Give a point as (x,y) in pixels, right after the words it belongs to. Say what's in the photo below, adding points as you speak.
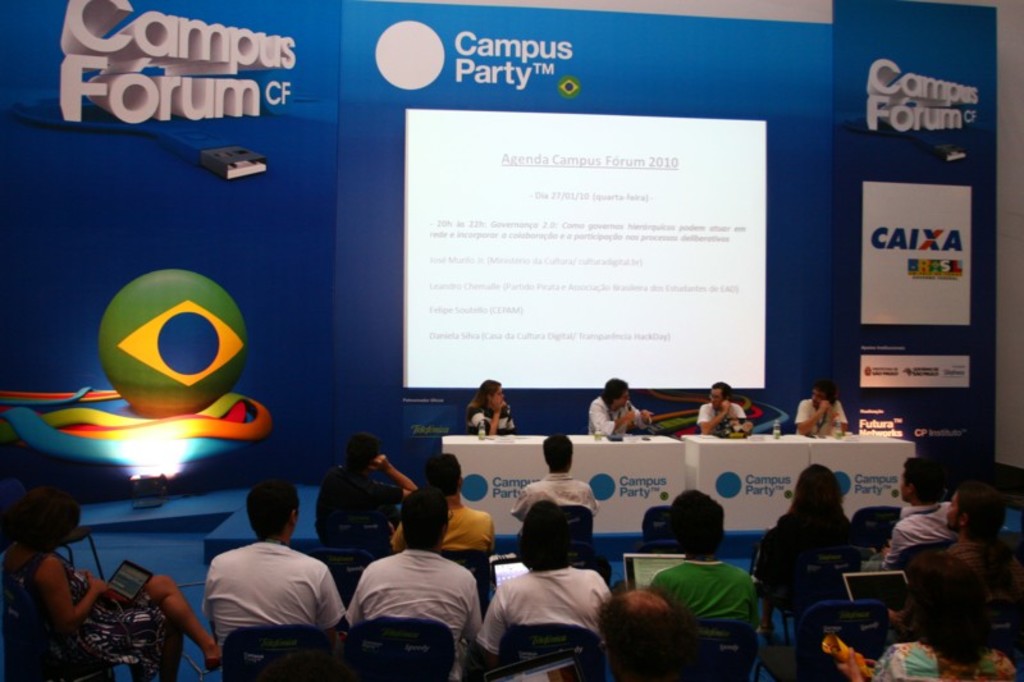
This picture is clicked in the conference hall (209,471). At the bottom of the picture (732,578), we see people (388,564) sitting on the chairs (756,646). Some of them are holding laptops (516,565) in their hands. In front of them, we see four people (496,416) sitting on the chairs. In front of them, we see white tables (626,467) on which glasses (779,424) containing water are placed. Behind them, we see a projector screen (528,252) displaying something. In the background (260,191), it is blue in color and we see some text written on it. On the right side (939,53), we see a blue color board (970,253) with some text (879,348) written on it.
